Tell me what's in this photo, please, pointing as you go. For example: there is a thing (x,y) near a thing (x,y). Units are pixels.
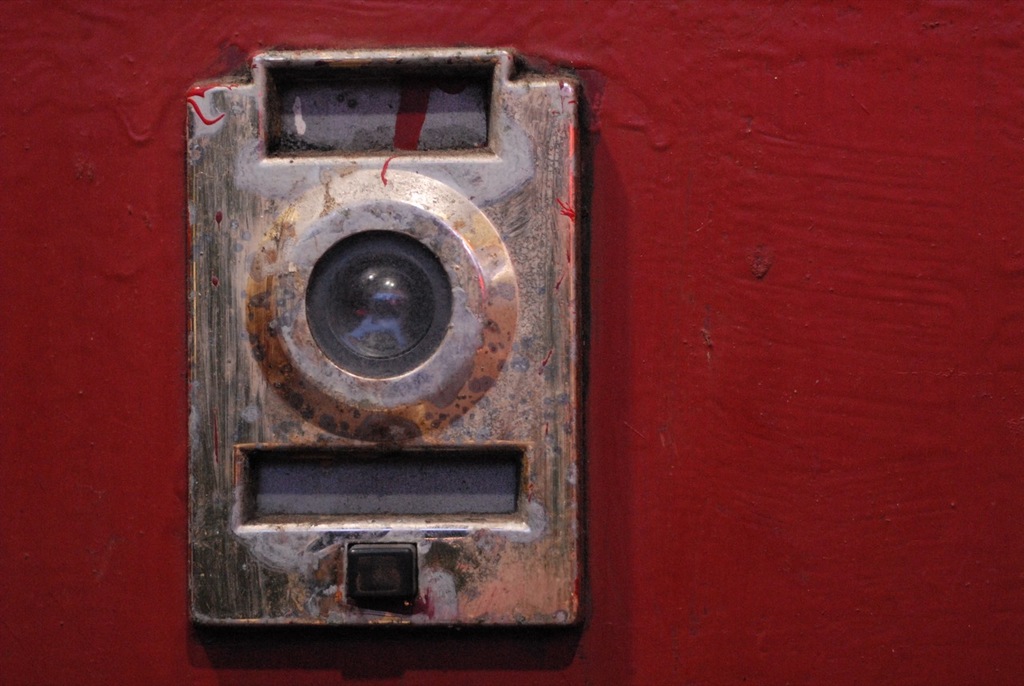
In this image we can see an object (395,287).
